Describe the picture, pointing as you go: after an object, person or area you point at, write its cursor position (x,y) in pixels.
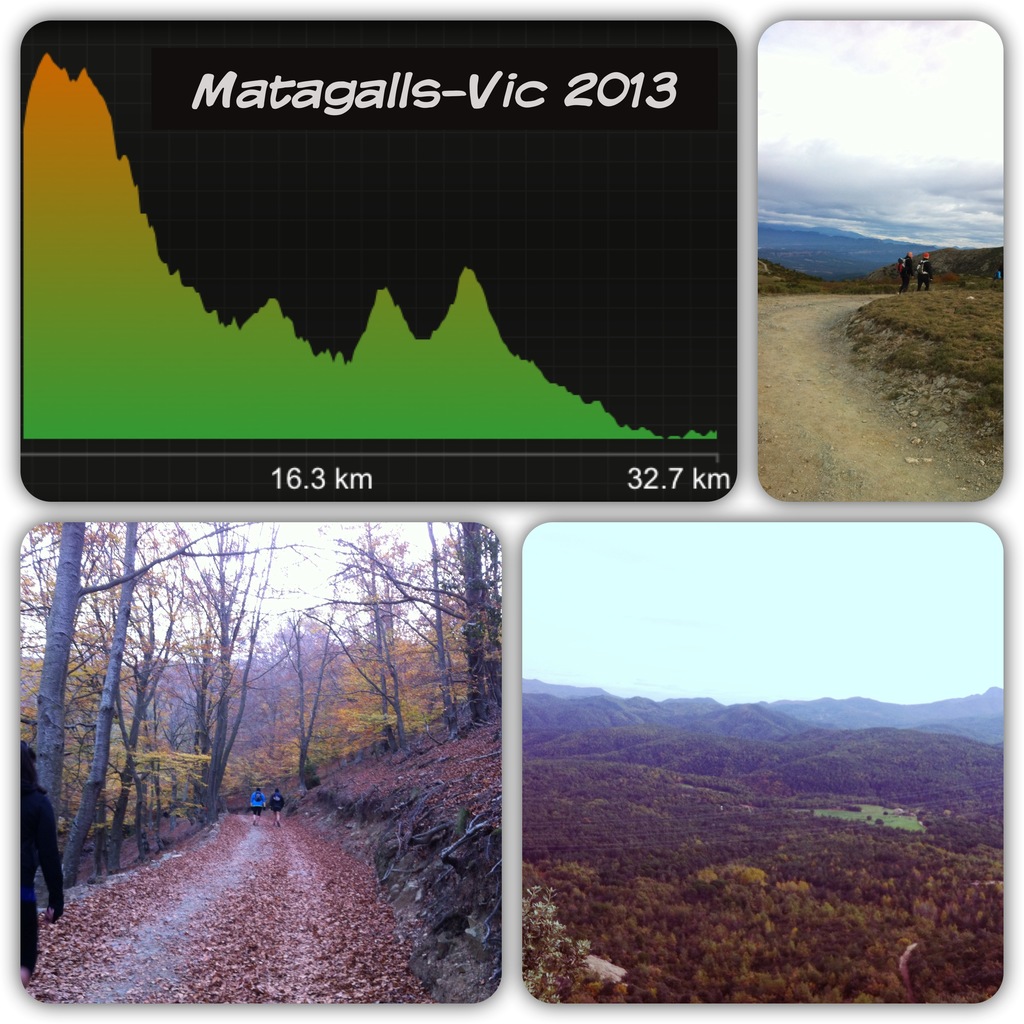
In this picture we can see some collage of scenery images, among the four images, we can see few people (926,267) are walking in two images.
